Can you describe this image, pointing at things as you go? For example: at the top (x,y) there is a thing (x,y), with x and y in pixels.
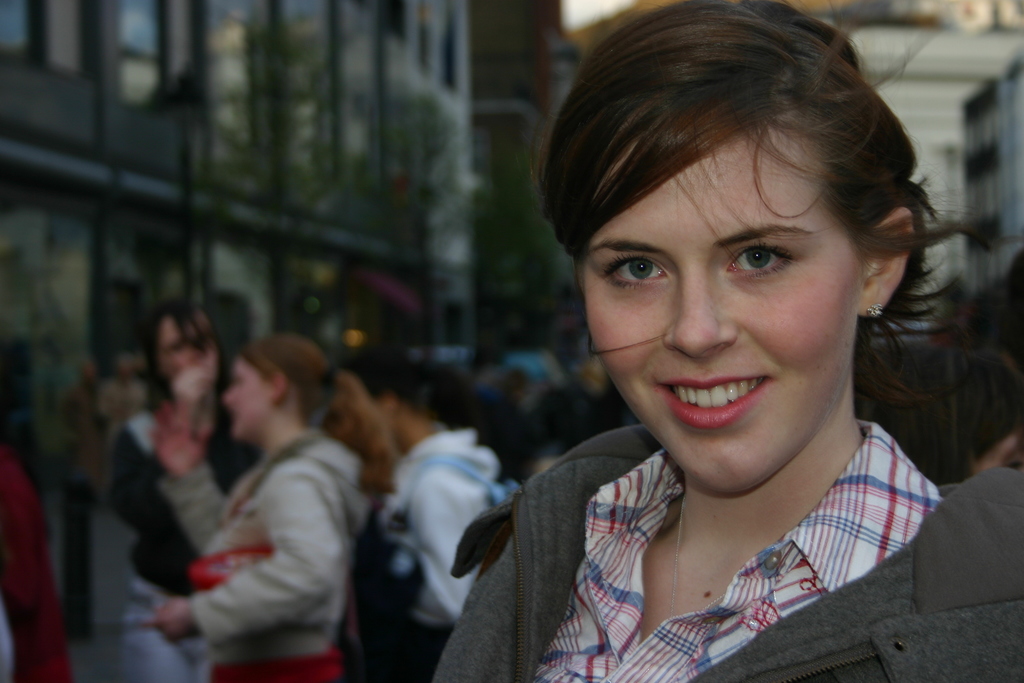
In this picture we can see a woman (725,134) with short hair (853,206) looking and smiling at someone. In the background (249,526) we have many people (260,426).
